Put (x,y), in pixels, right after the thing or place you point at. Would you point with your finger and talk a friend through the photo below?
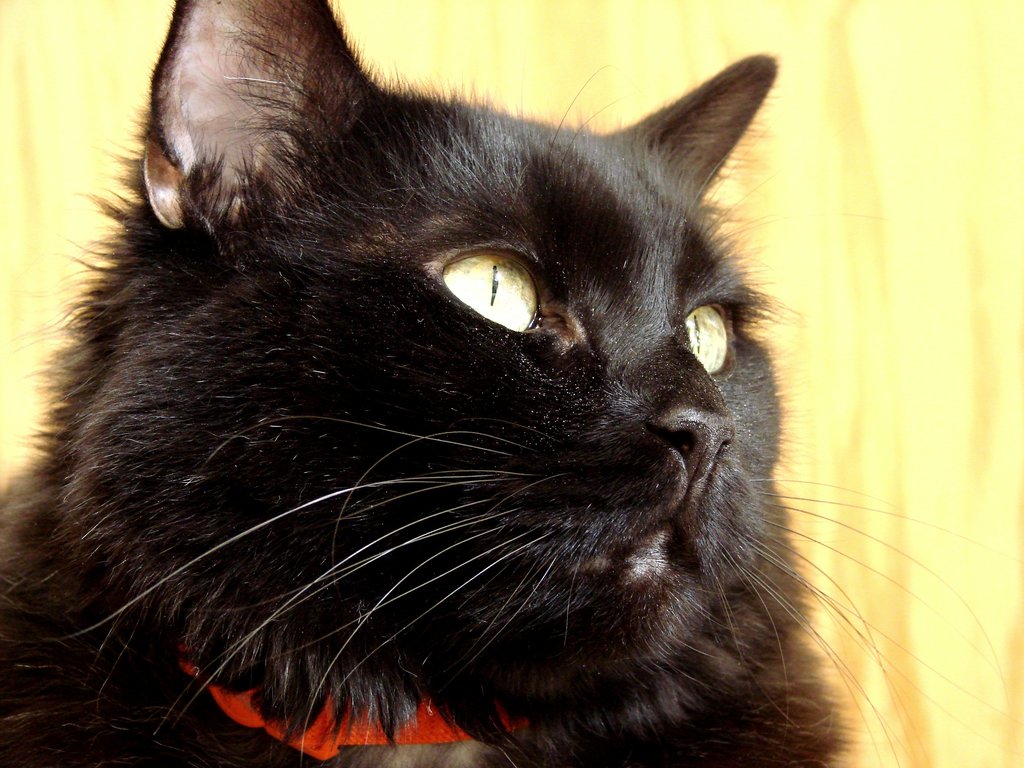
In this image we can see cat (553,558). In the background (933,206) there is curtain (881,140).
